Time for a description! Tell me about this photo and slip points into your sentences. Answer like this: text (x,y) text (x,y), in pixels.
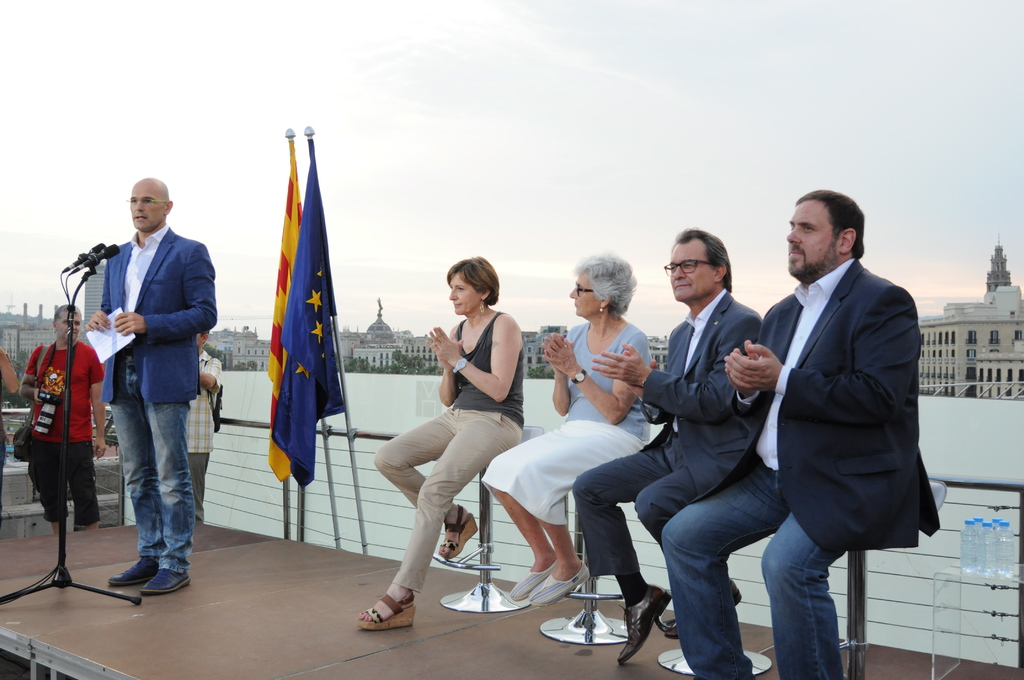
Here, we can see some people (757,423) sitting and they are clapping, we can see two flags (316,315) and there is a man (162,313) standing and he is speaking into the microphone (90,263), in the background (323,454) there is a wall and we can see some buildings (951,358), at the top (541,80) there is a sky (541,80).
